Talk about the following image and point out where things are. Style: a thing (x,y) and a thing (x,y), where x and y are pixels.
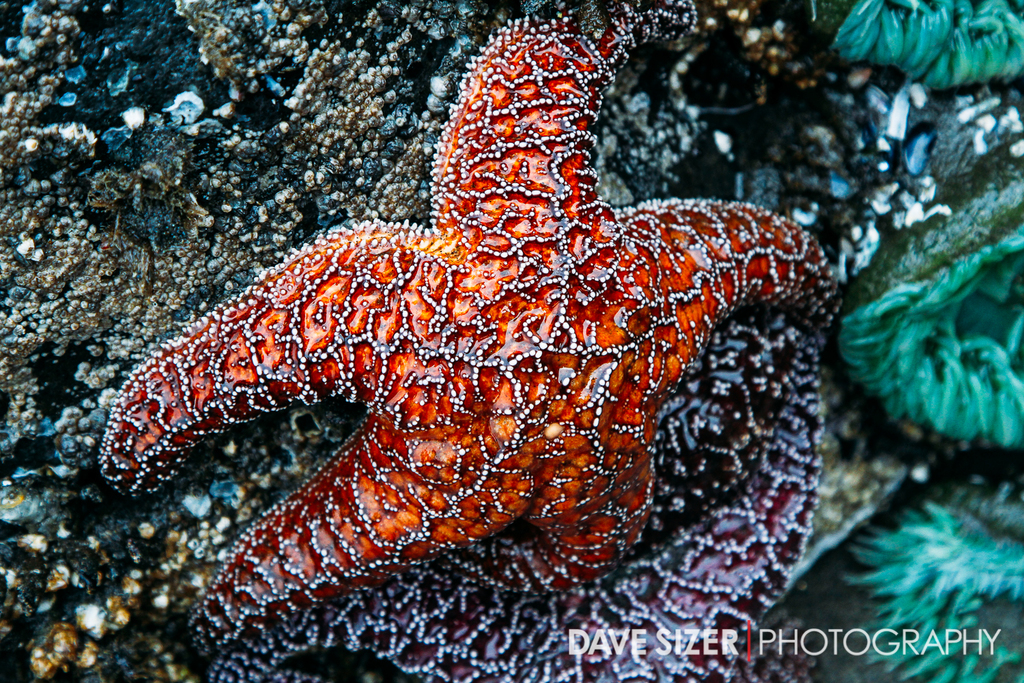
In this image there is a starfish (582,278) in the middle (504,345). On the right side (912,342) there are sea plants (972,399). The starfish (448,259) is on the stone (160,153).
